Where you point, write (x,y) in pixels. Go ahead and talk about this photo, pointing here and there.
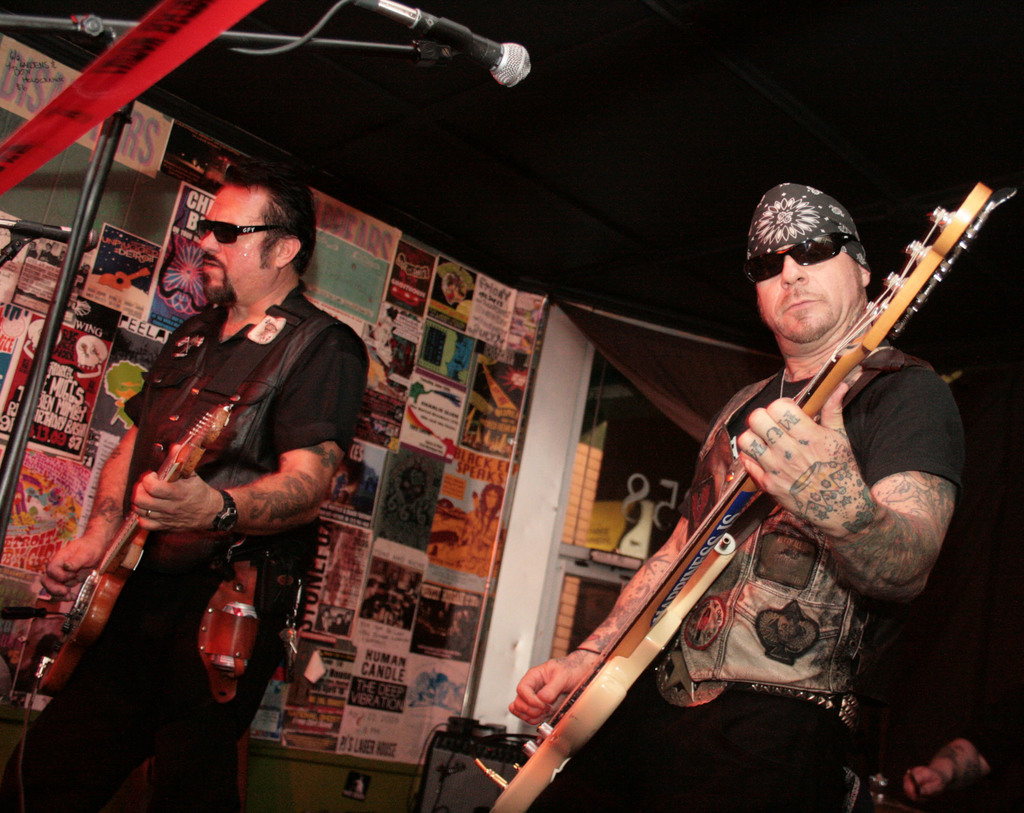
This image is clicked inside a building (677,156). There are two person (262,469) performing music. To the right (796,605), there is a man (854,558) playing guitar (563,718). At the top (227,36), there is a stand (352,42) along with mic (462,48) and there is also a ceiling (578,108). In the background (429,347), there is a wall (363,586) on which posters (101,319) are kept.
